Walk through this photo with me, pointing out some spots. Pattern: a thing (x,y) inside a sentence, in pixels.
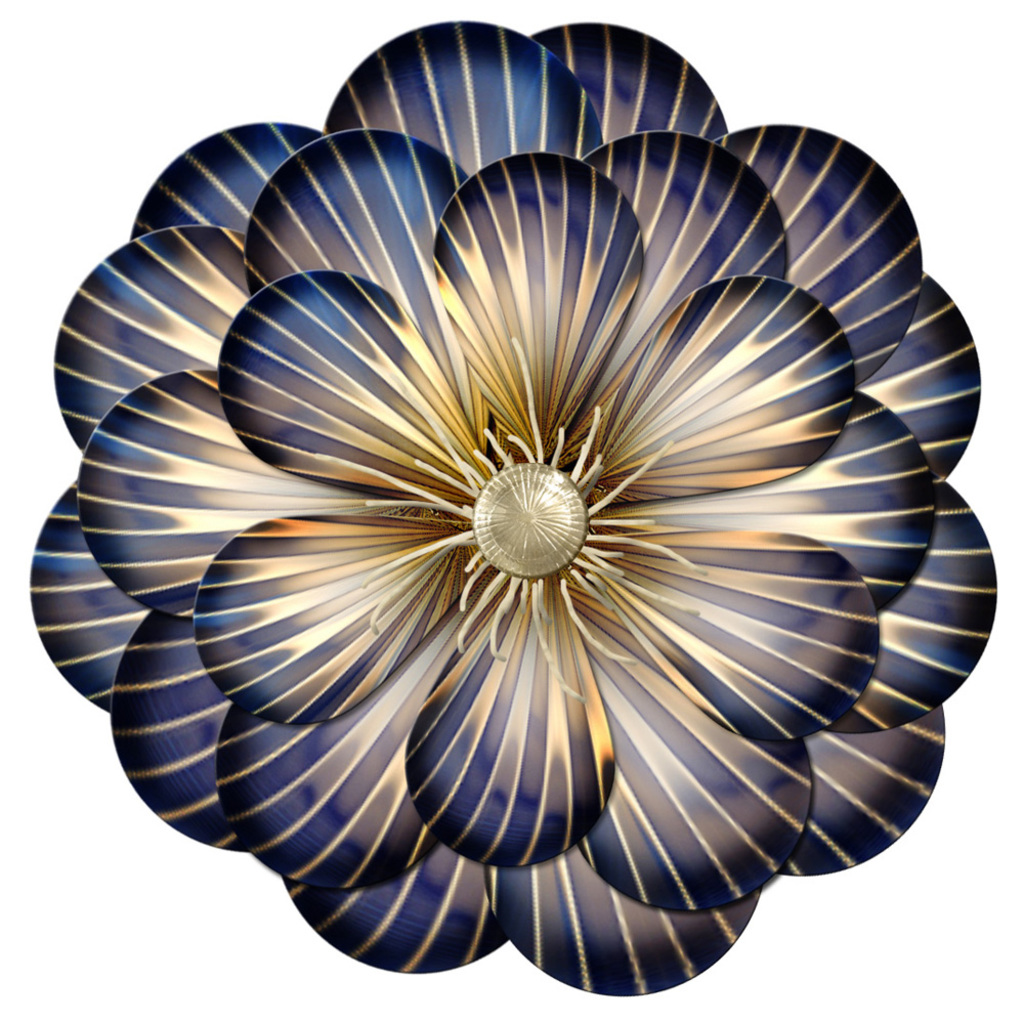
In this picture I can see the animated image of a flower (795,581).
